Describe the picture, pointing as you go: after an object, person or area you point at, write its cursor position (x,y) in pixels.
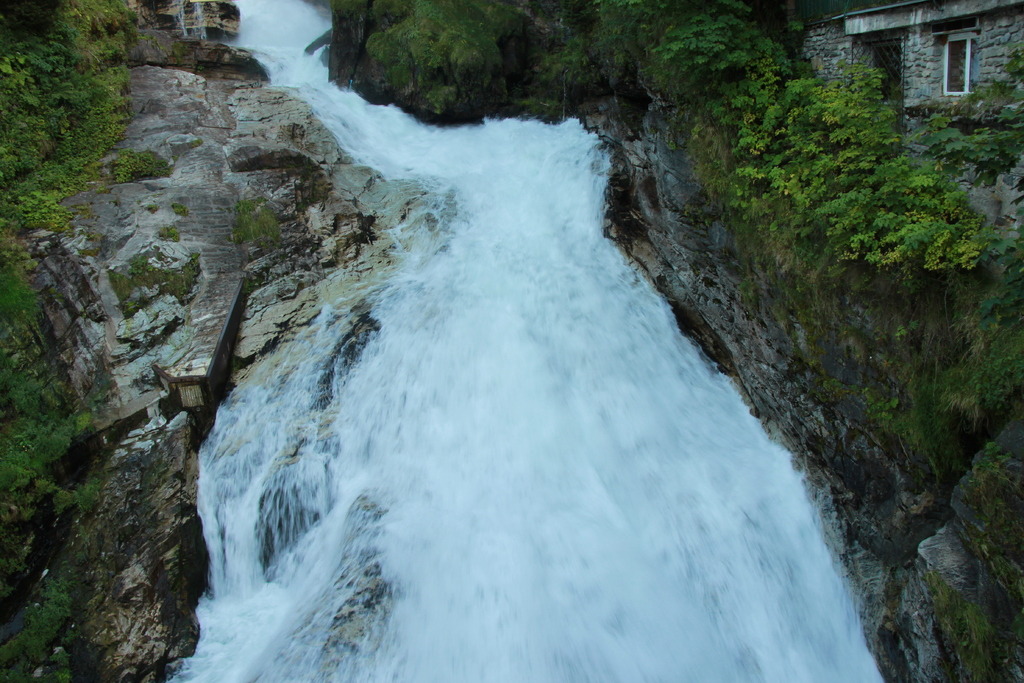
In the image there is waterfall (492,327) in the middle (384,293) with plants (890,286) on either side of it on the rocks (98,198).
